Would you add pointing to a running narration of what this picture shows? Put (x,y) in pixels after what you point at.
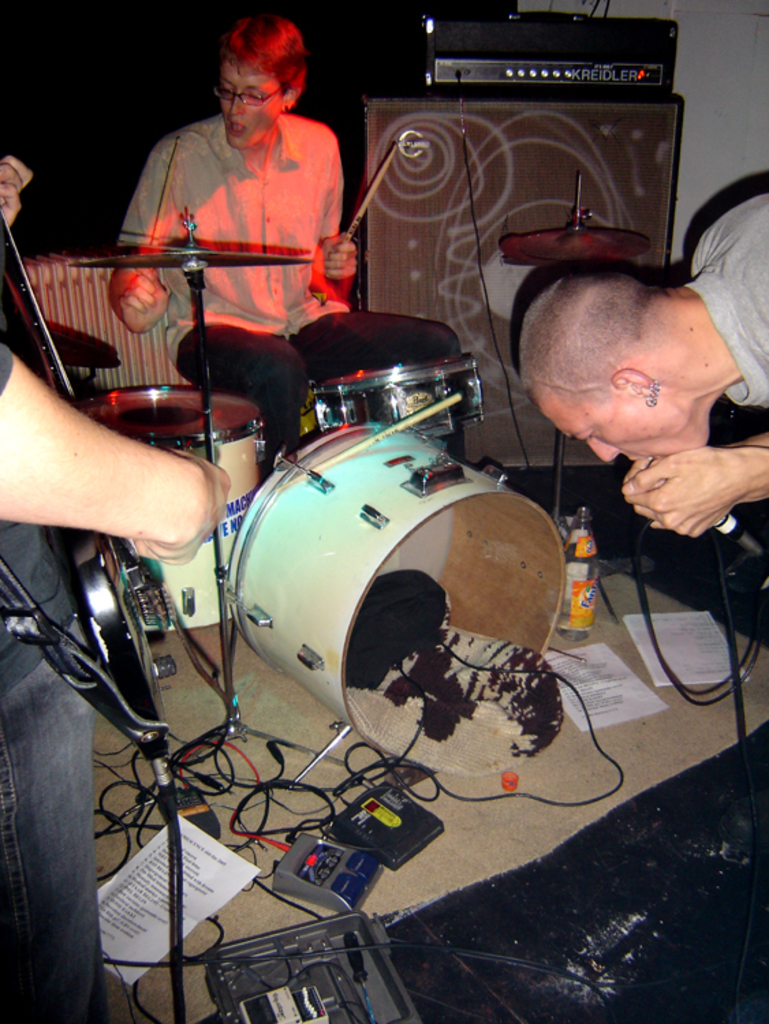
In this image i can see a person hand (132,469) holding a guitar (130,575) on the right side (710,458) i can see a person (730,471) holding a mike (722,531) on the middle (328,428) there are a person (349,329) playing a drum (375,402) and there are some musical instruments (370,389) kept on the floor (512,823).
